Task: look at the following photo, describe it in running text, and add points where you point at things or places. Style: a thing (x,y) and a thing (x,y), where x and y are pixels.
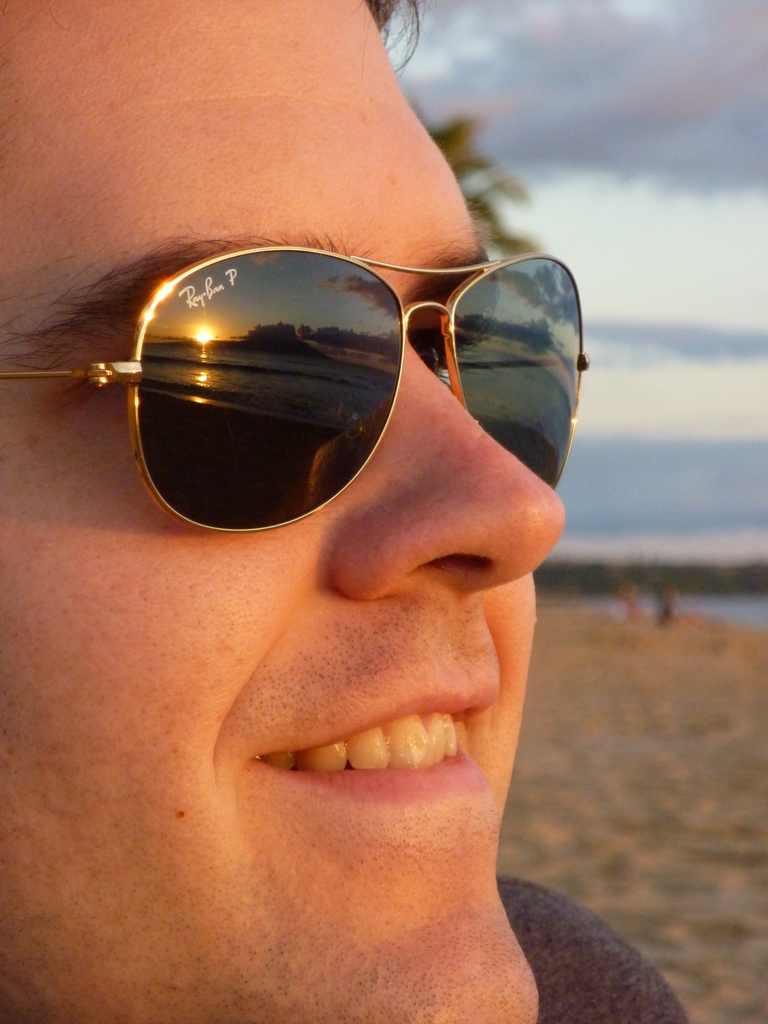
Here in this picture we can see a persons face (107,806) as he is smiling and we can see goggles (308,492) on him and beside him we can see clouds (626,433) in sky (652,445) over there.
